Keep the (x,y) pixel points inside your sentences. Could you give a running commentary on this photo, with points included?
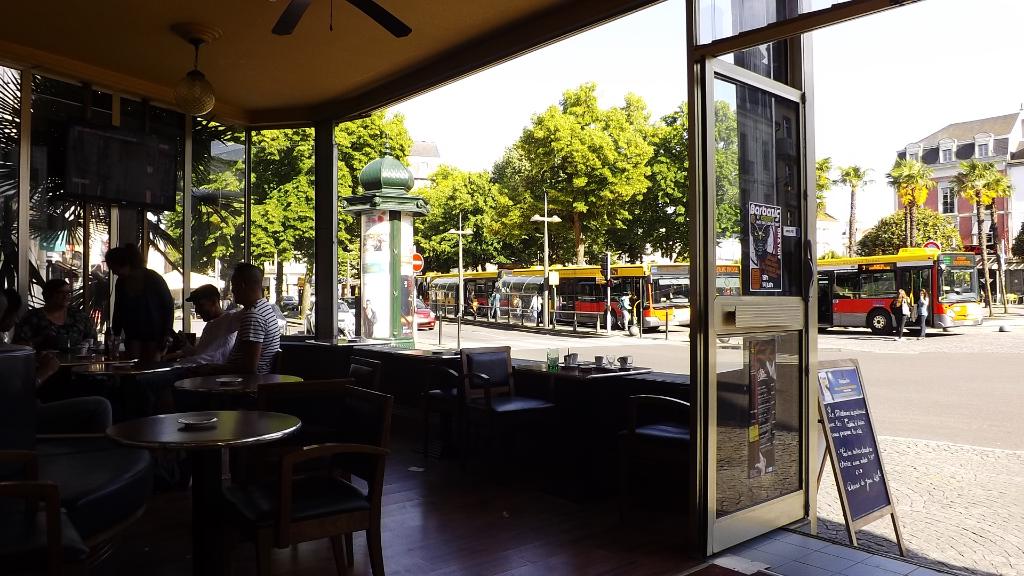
this picture shows a group of people (54,305) seated on the chairs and we see some chairs (36,427) and tables (232,416) and we see bushes (876,241) and trees (554,243) around and a building (1008,148).
